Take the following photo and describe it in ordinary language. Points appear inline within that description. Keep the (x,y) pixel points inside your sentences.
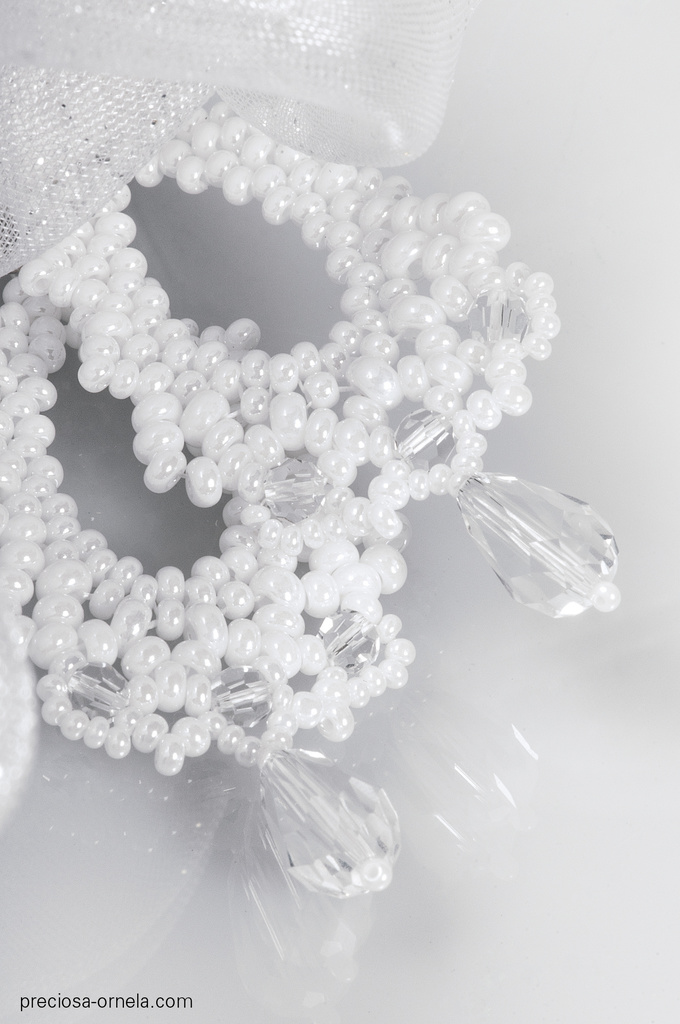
In the image there are stones (472,513) and beads (311,393).
